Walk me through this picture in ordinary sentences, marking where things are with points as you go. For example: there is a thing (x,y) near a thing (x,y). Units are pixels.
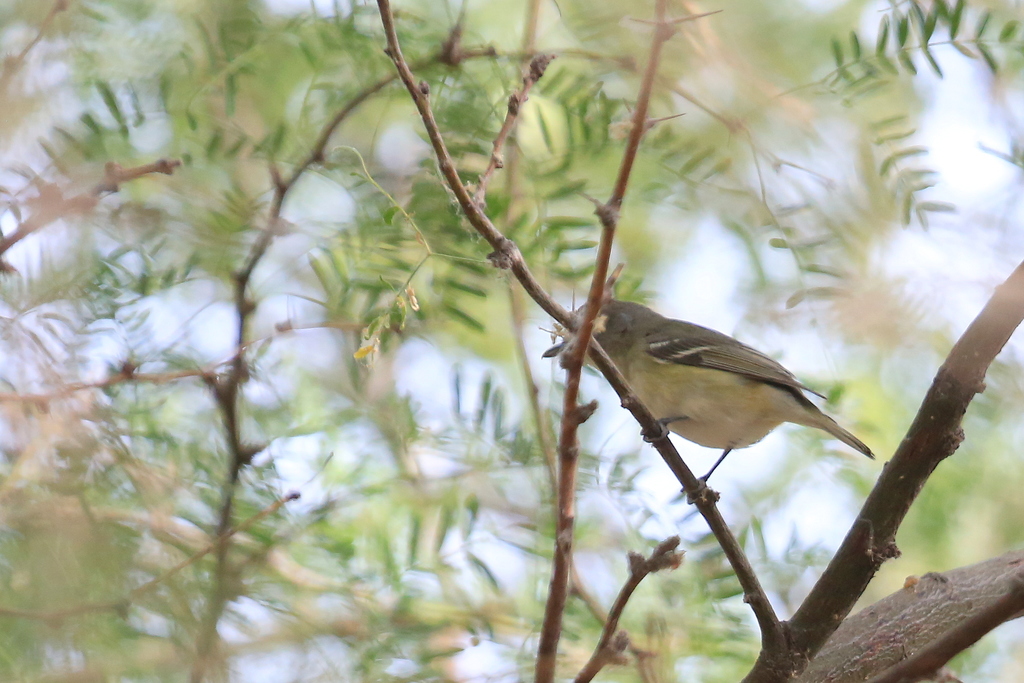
In this image I can see a bird (780,383) visible on the tree (234,427) and back side of the tree (194,374) I can see the sky (403,374).
